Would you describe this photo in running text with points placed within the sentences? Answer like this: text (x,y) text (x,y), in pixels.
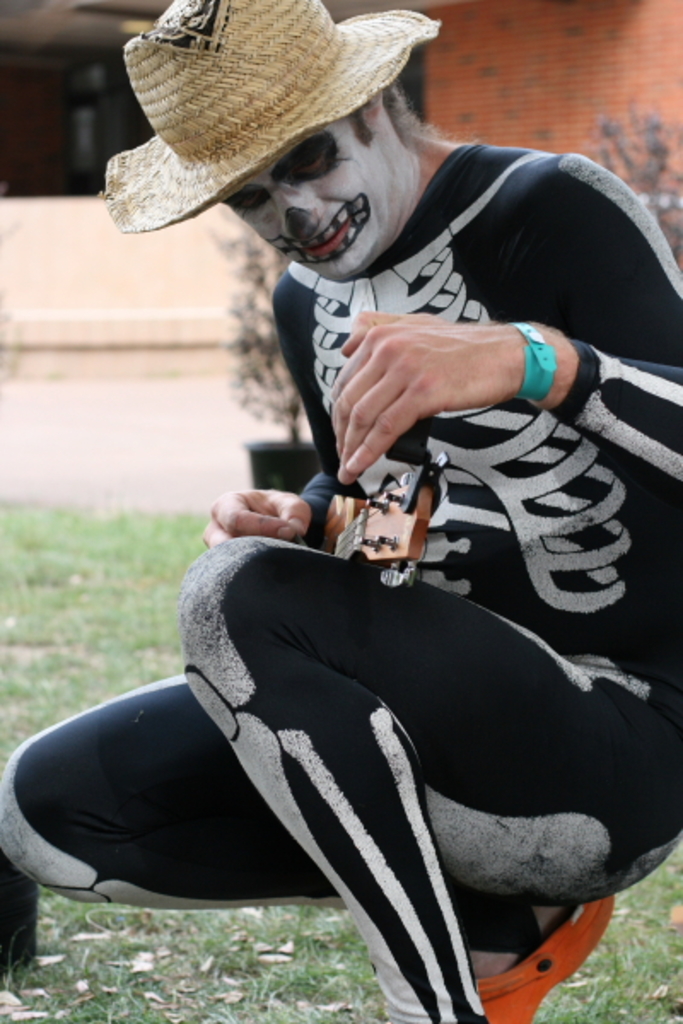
In this image I can see a man (325,659) and I can see he is holding a musical instrument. I can also see he is wearing black dress (481,616), a cream colour hat (302,124) and I can see face paint (329,271) on his face (367,138). In background (42,520) I can see grass (70,654) and I can see this image is little bit blurry from background (670,213).
